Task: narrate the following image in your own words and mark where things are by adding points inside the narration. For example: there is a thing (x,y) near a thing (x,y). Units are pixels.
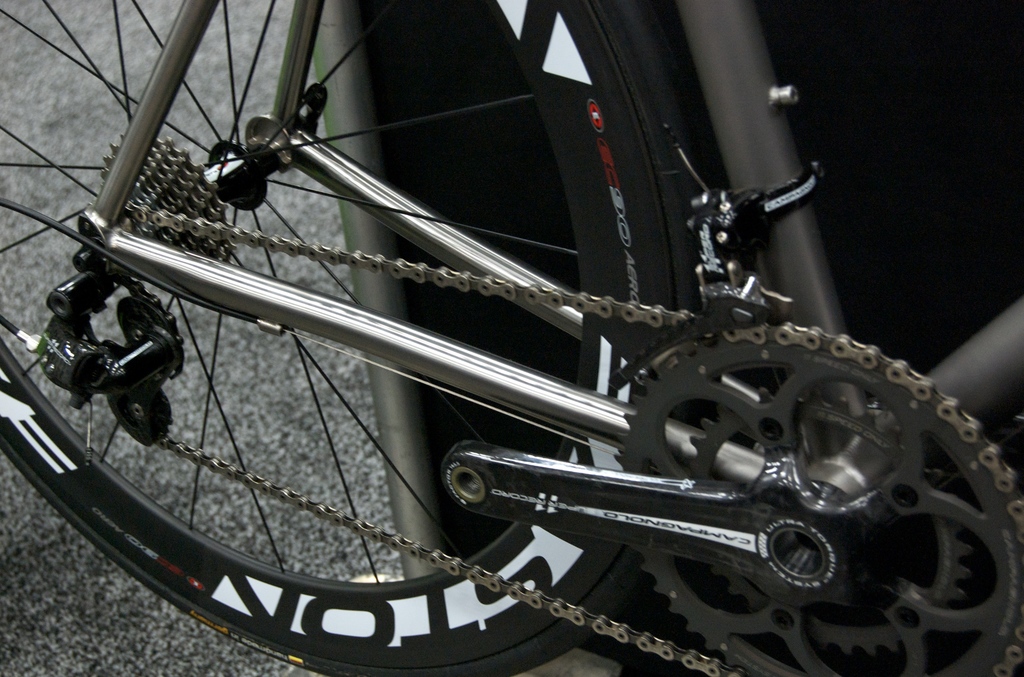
There is a bicycle (965,464), near a black color object (417,64), which is on the carpet (138,656).
